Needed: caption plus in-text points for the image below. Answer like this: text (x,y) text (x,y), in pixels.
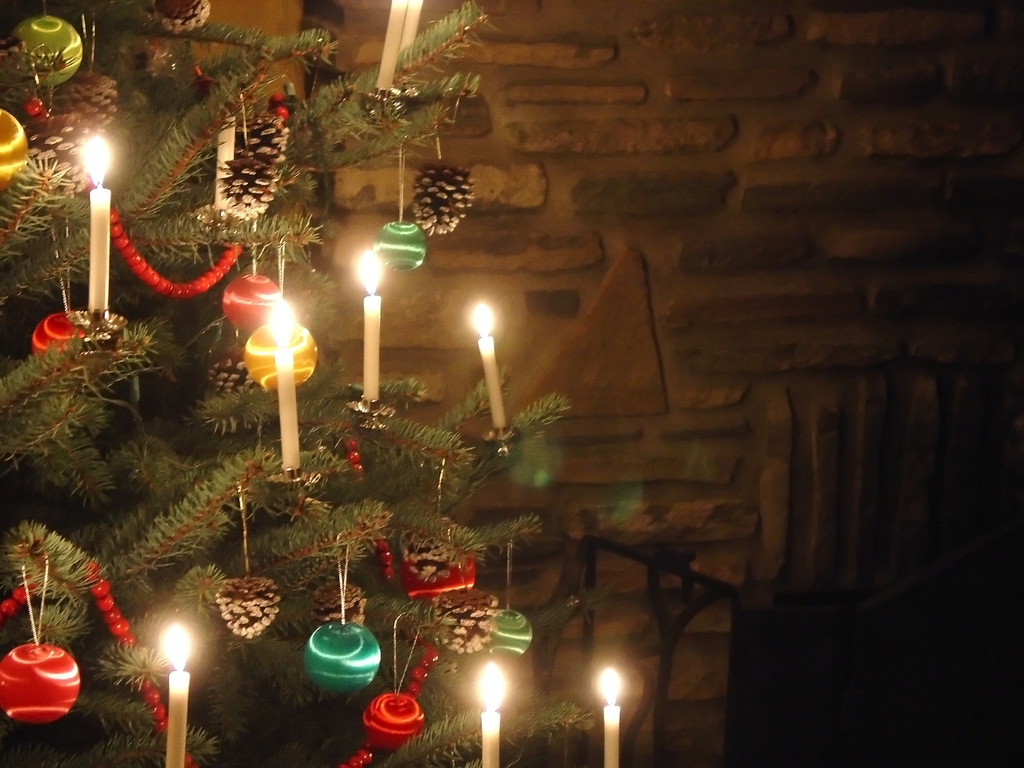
On the left side of the image (161,618) there is a christmas tree (194,571) with candles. In the background (687,350) there is a wall (634,206).
